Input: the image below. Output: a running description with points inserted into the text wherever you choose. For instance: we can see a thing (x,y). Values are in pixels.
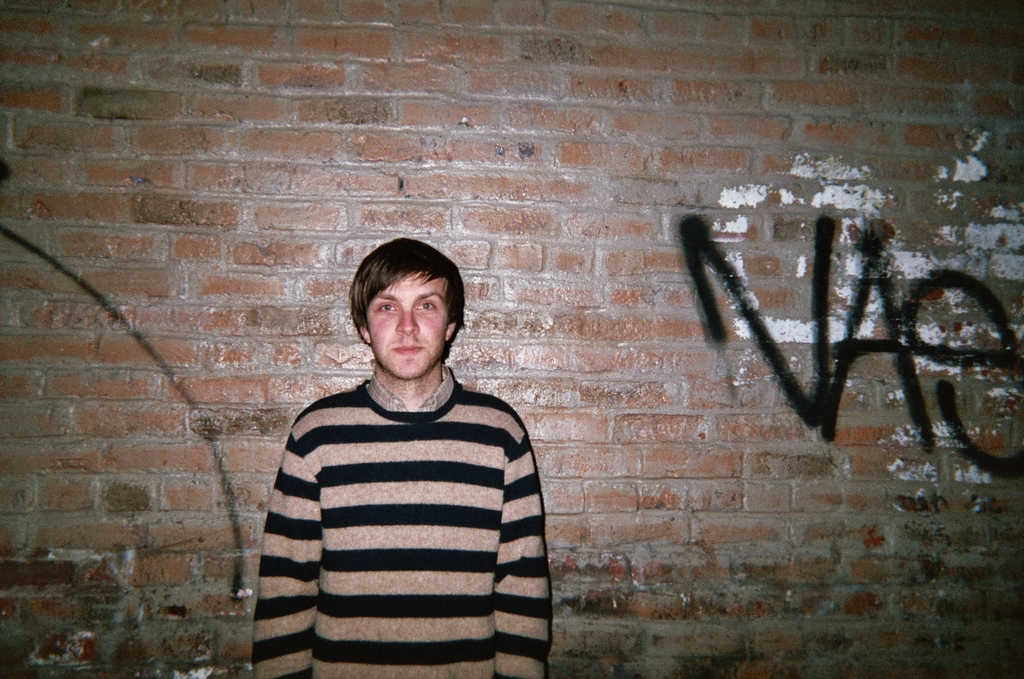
In this image I can see a person (447,510) wearing brown and black colored dress (401,500) is standing and in the background (272,140) I can see the wall (247,150) which is made up of bricks (173,206) and something is written on the wall (993,369) with black color.
